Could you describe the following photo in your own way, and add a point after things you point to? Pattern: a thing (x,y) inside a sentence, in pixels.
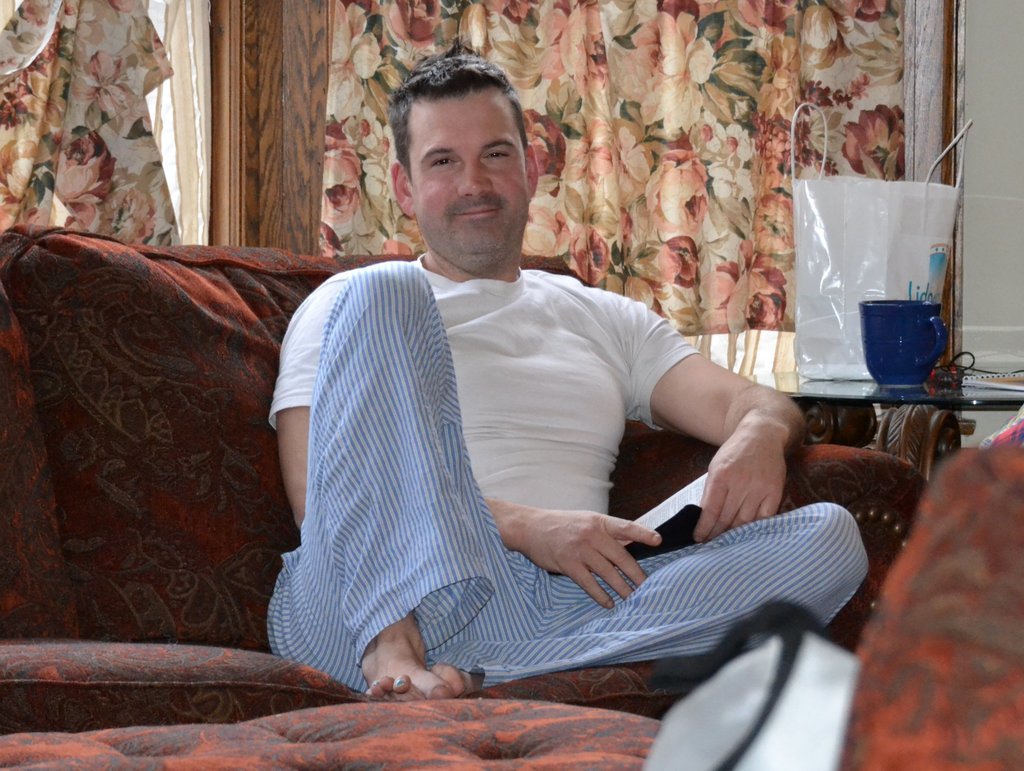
Here in this picture we can see a man (425,348) sitting on a couch (263,460) and he is holding a book (676,517) and smiling and beside him we can see a table (829,418), on which we can see a cup (909,363) and a cover (861,200) present and behind him we can see curtains (158,125) present.
